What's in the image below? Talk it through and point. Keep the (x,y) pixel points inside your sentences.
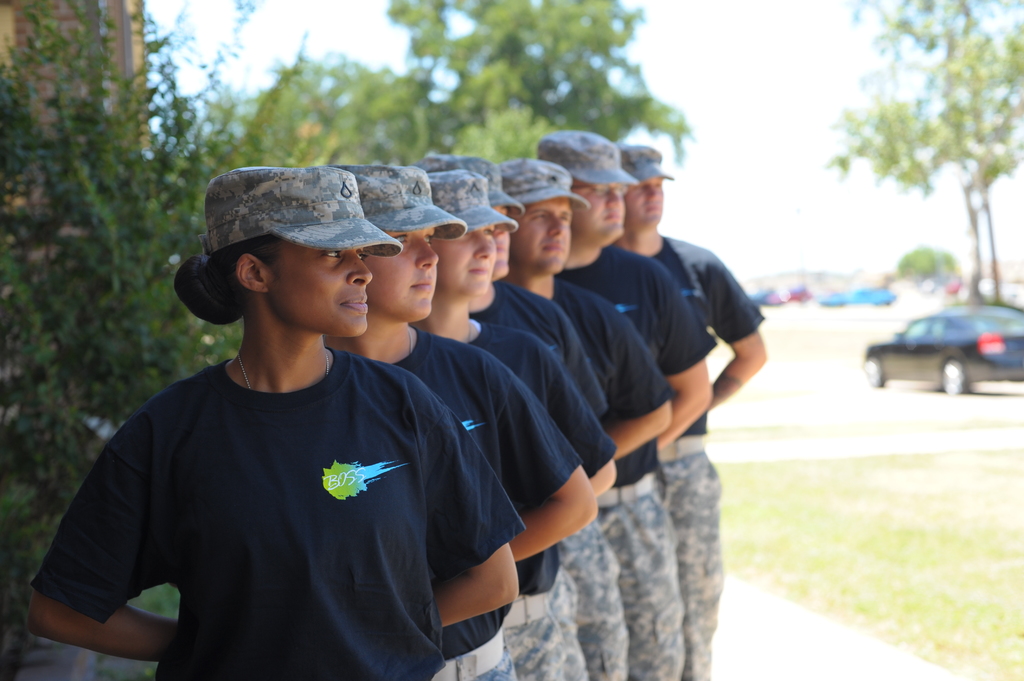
In this image I can see few people (471,377) are wearing blue t-shirts (361,515), caps (268,229) on their heads (301,286) and looking at the right side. At the back of these people (333,333) I can see the trees (172,144). In the background (949,359) there are some cars (949,354).
